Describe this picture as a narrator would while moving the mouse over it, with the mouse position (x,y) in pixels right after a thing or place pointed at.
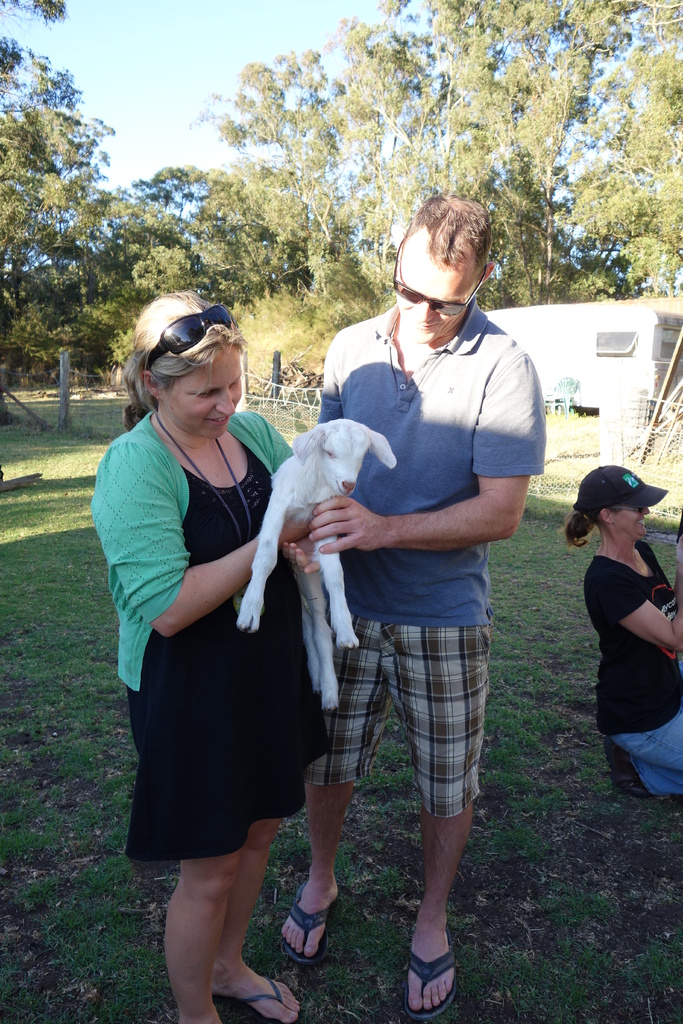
In this image we can see a group of people (649,674) standing on the grass field (572,594). One woman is holding an animal (327,445) in her hands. On the right side of the image (572,479) we can see a fence (637,441), chair (562,386) and a vehicle (630,343) parked on the ground (74,565). In the background (662,434), we can see some poles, group of trees (226,228). At the top of the image (183,22) we can see the sky (183,39).
